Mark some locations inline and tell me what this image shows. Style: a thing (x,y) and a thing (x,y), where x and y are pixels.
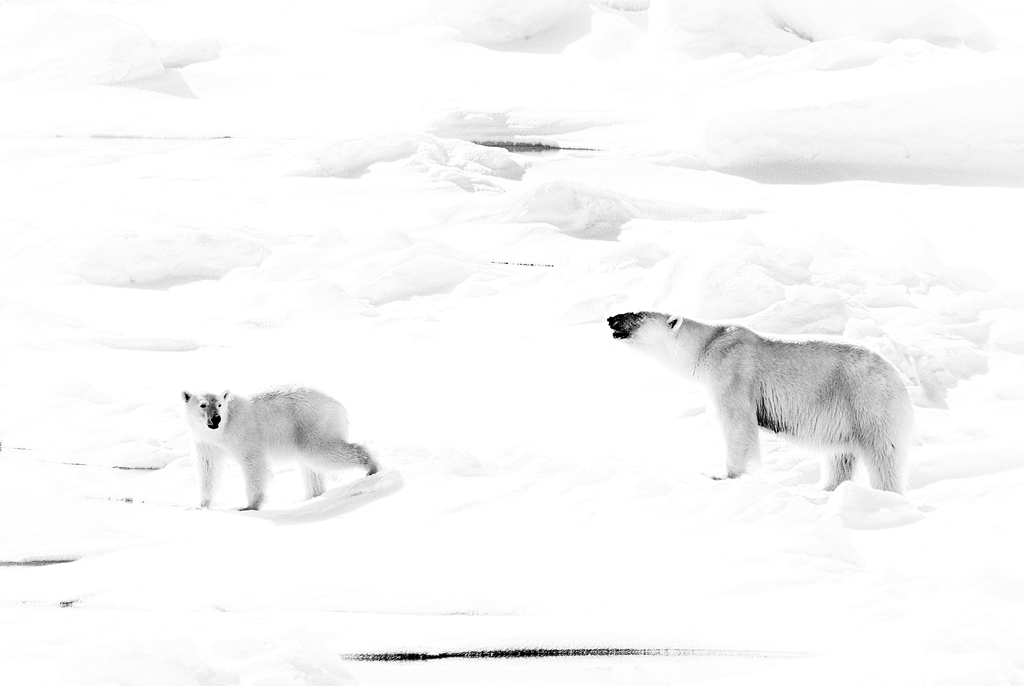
In the foreground of this image (300,438), there are polar bears (758,435) on the snow (461,541) and in the background (606,257), there is the snow (820,150).
